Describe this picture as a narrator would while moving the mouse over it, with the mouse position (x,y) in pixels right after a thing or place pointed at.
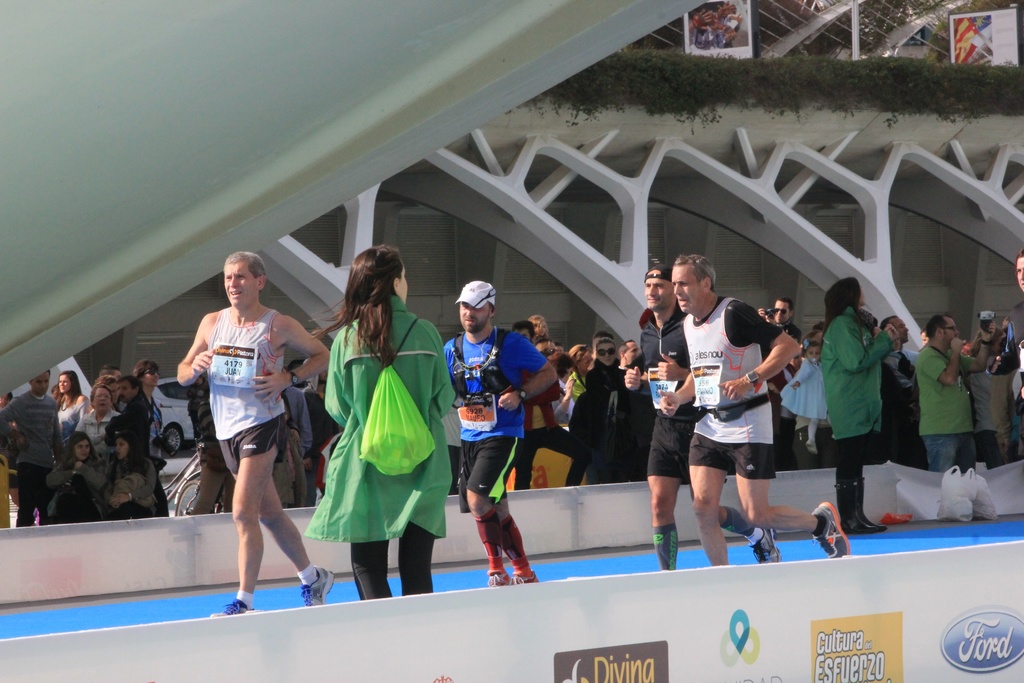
In this picture, we see four men (522,394) are running. Beside them, we see a woman (345,399) in the green jacket (438,411) is standing. At the bottom (654,609), we see a board (730,616) in white color with some text (865,645) written on it. Behind them, we see the people (891,357) are standing. Behind them, we see a white car (170,405). On the left side (324,109), we see a white wall (620,13). In the background (539,220), we see a building (574,212). At the top (613,21), we see the roof (603,42) of the building (481,8) and the boards (715,45) in white color. We see the creeper plants (702,86).
